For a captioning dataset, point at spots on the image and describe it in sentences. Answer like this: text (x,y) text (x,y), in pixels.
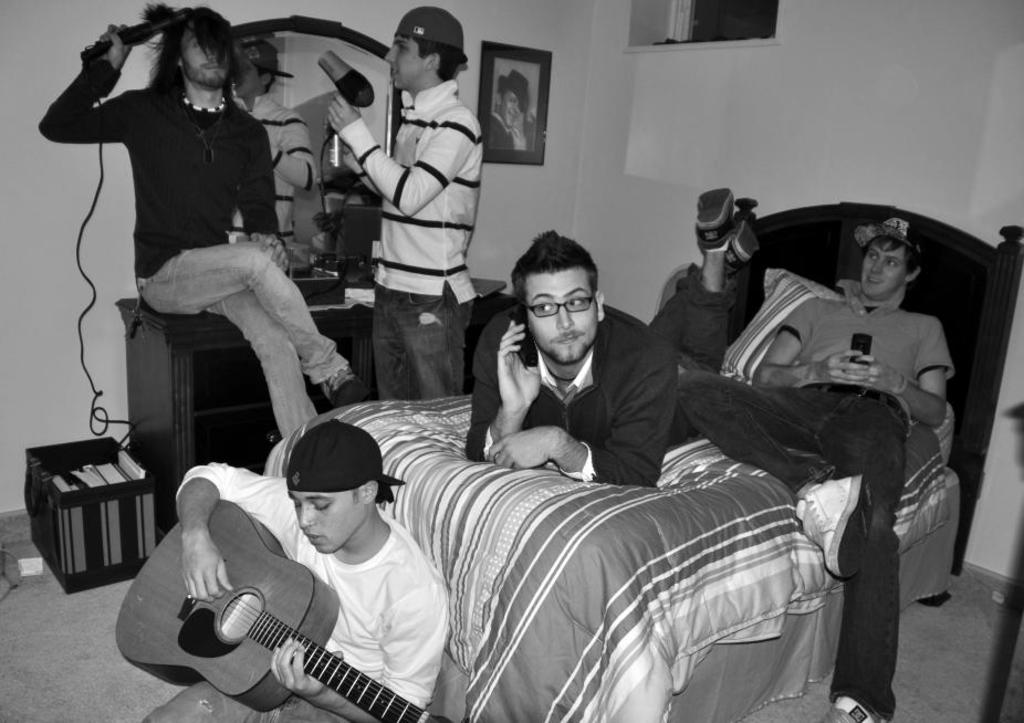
In this picture we can see a group of five friends (163,147) in the bed room (594,235) in which one is lying on the bed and talking on the phone (526,364) other one playing on the phone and in the down one friend (355,653) is playing a guitar (291,626). Opposite to him a boy (203,243) is sitting on the dressing table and straightening his hair (171,76) and other beside him wearing white striped shirt (417,256) and pant (426,339) doing a hair blow to him. Behind him there is a wall (563,79) on which a photo frame (517,107) is placed with one window (711,37) on the other wall (683,53).
